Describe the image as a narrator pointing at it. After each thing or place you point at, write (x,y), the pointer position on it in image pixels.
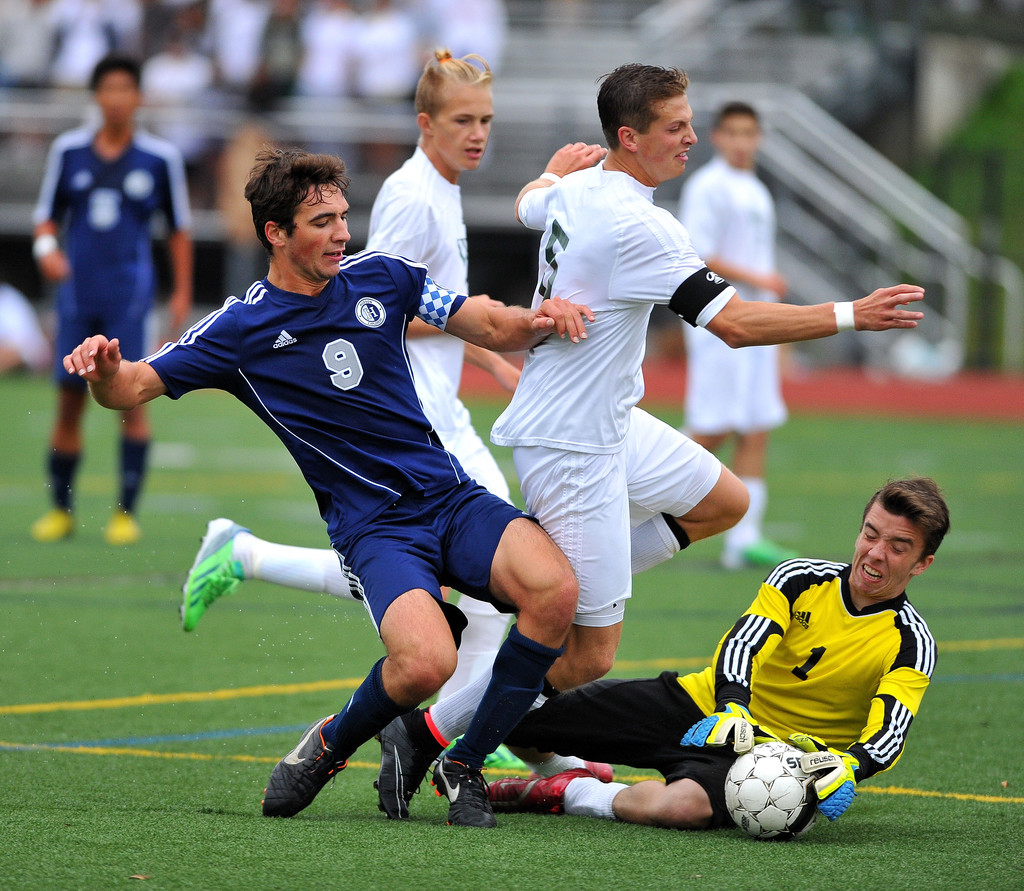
In this image I can see group of people (395,399) playing game. In front (448,569) the person (306,458) is wearing blue color dress (325,489) and I can see the blurred background (903,21).
